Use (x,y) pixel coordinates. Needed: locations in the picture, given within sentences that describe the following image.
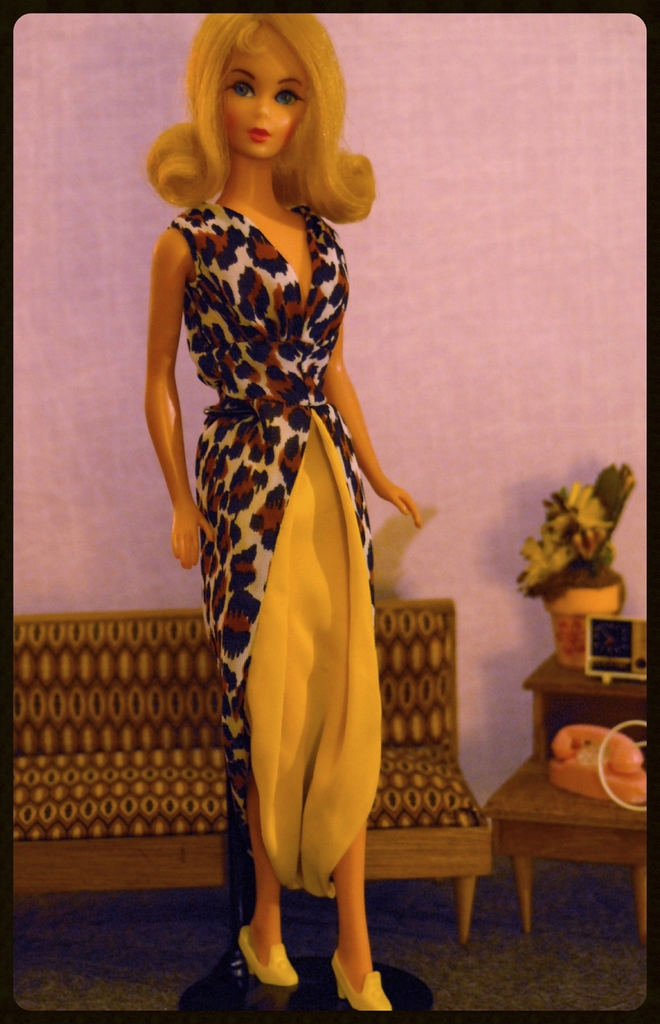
In this image in the center (273,536) there is a doll (300,442), and in the background (398,761) there is a chair (469,853), stool (542,789), phone (568,742), flower pot (577,617) and object (593,628) and there is a wall (542,276). At the bottom (154,929) there is floor (484,943).
